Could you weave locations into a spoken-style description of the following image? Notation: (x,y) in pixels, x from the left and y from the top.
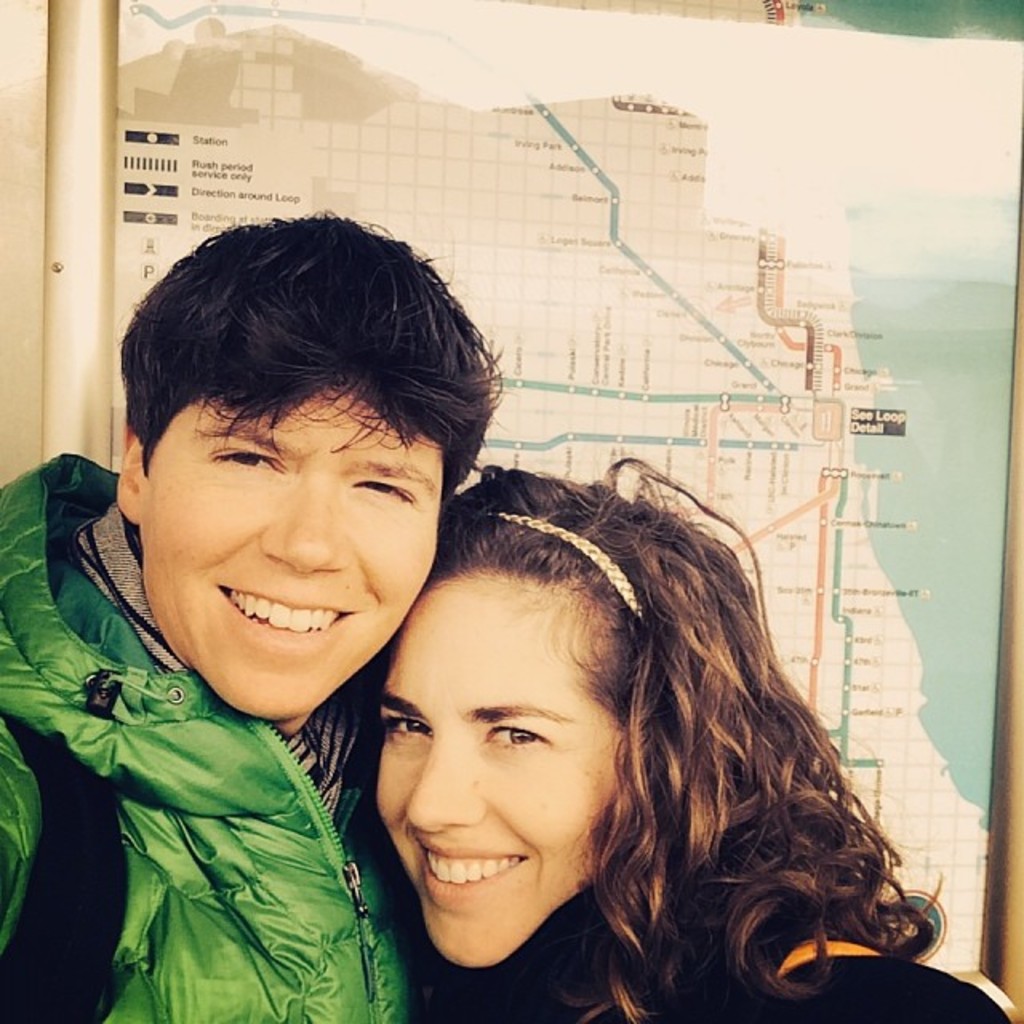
In front of the image there are two persons (407,637). They are smiling. Behind them there is a board (737,196) with a route map (809,312) on it.
